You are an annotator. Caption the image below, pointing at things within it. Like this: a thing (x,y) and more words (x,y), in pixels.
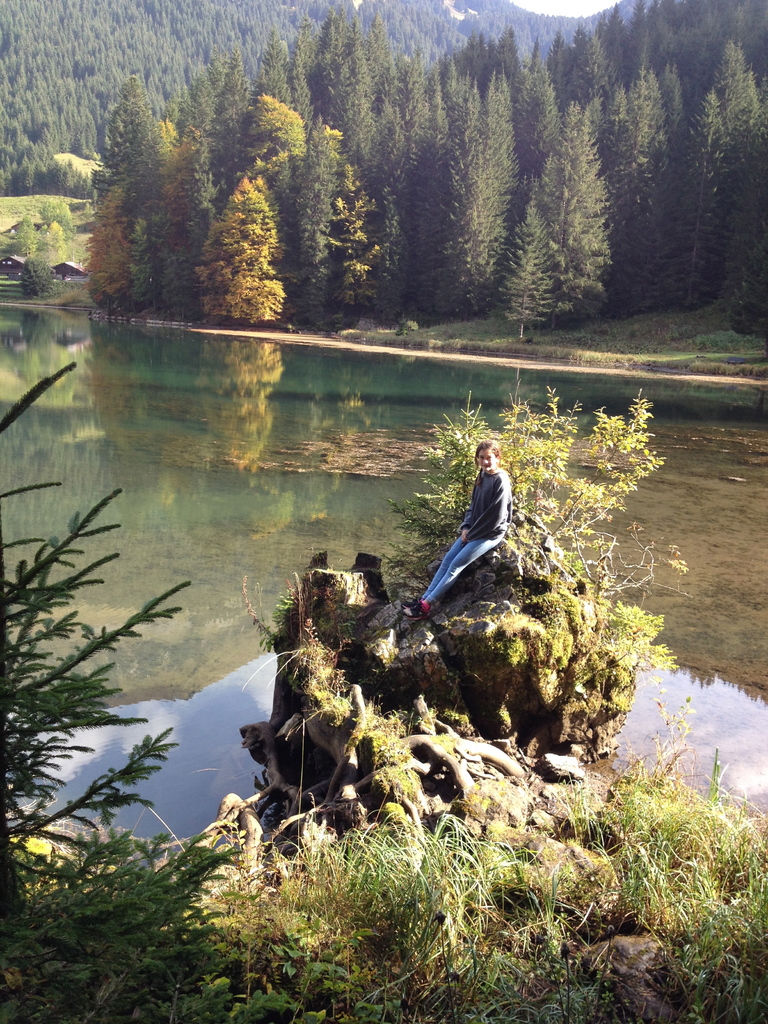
This picture shows trees (412,156) and water (294,422) and we see plants (409,925) and a woman (506,505) seated on the rock (503,586).
